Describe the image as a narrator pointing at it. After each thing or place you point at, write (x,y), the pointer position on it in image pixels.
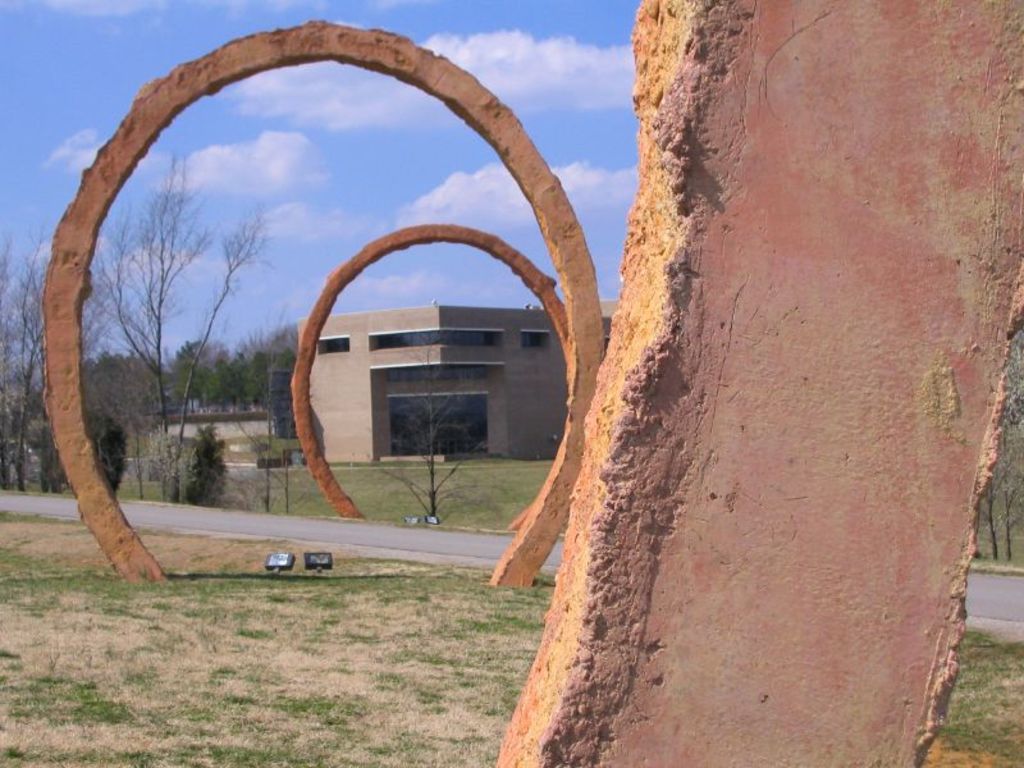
In the foreground of the picture (660,711) there are arches (313,456), grass (290,579), focus lights (280,564), road (489,537) and trees (117,384). In the middle of the picture (497,372) we can see trees (229,365), building (456,396) and grass (384,469). At the top (341,112) it is sky (358,162).
